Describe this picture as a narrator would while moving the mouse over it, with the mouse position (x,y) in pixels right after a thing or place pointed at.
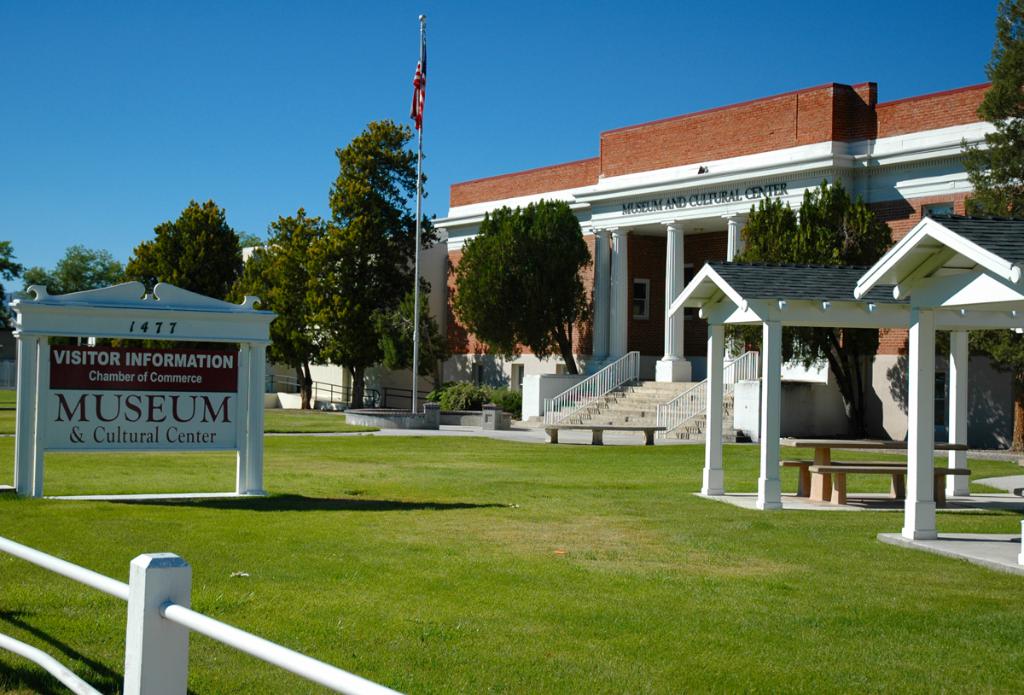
In this picture we can see grass (536,645) at the bottom (490,636) on the left side (100,408) there is a board (124,412), we can see building (685,254) in the background (674,223), there are some trees (523,238) here, on the right side (747,273) we can see two huts (958,380), there is a flag (420,89) in the middle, we can see the sky (275,98) at the top of the picture (269,74).
